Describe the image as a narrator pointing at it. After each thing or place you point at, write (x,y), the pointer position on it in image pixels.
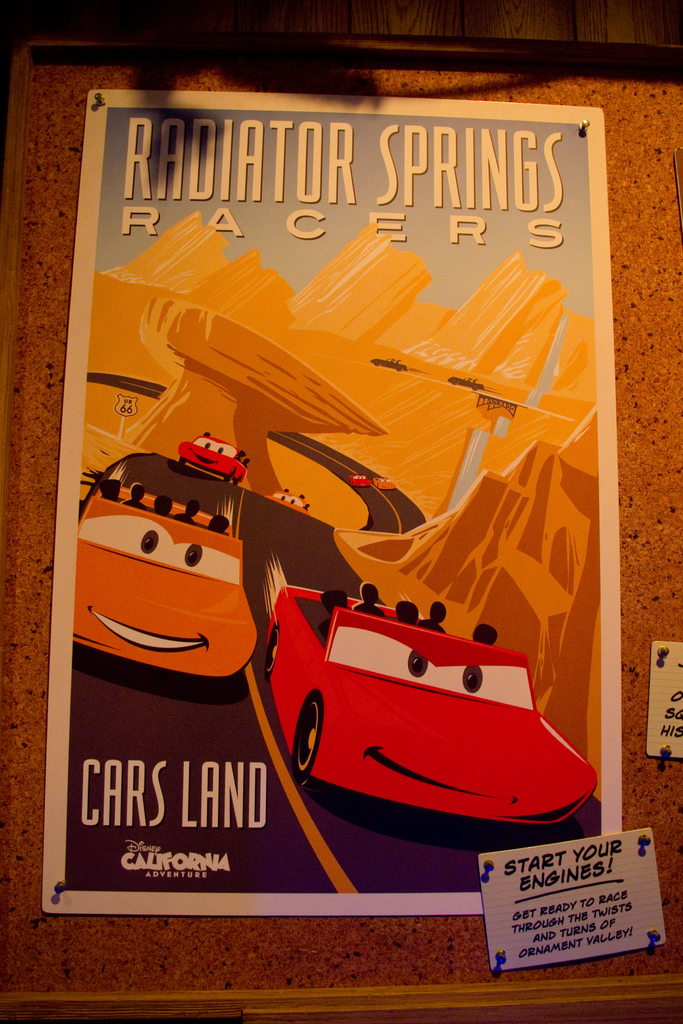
In this picture there is a poster (408,452) which is placed on the wall (682,406). In the poster (528,544) I can see the cartoon images (367,716) of the cars (385,707), road (235,690) and rocks (346,405). In the bottom right (682,685) I can see some others stickers (644,860).
